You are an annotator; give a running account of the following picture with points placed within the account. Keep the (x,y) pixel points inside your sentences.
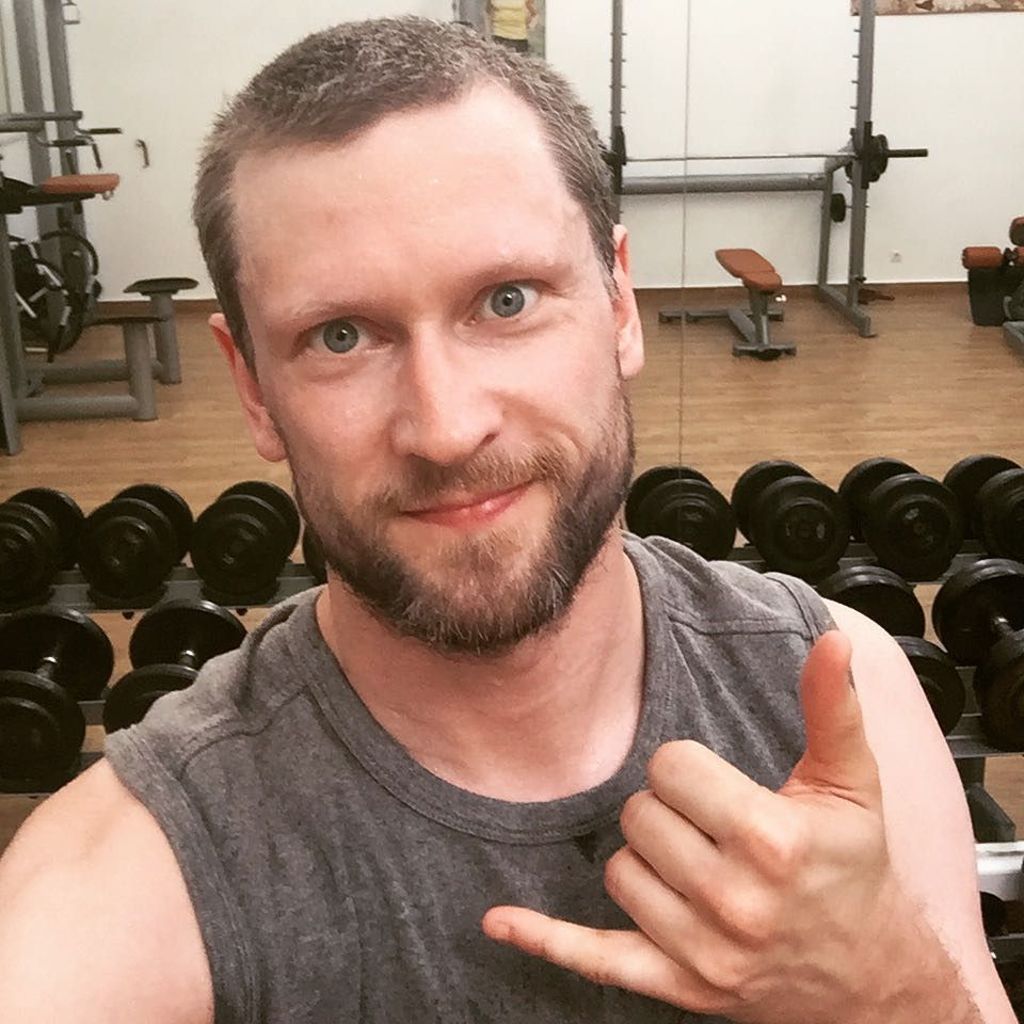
In this image there is a person (617,545) in the gym (797,405), there are gym equipments (86,145), few dumbbells (214,572) on the stands (199,582).
